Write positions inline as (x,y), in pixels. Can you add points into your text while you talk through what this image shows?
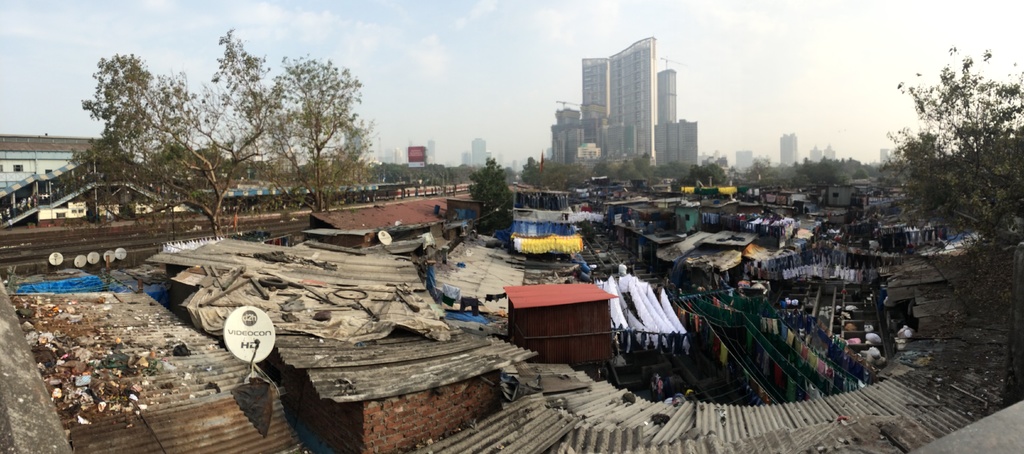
In this image I can see few sheds (477,237), background (225,133) I can see trees (327,94) in green color, building (639,101) in white color, sky (693,103) in white and blue color.
